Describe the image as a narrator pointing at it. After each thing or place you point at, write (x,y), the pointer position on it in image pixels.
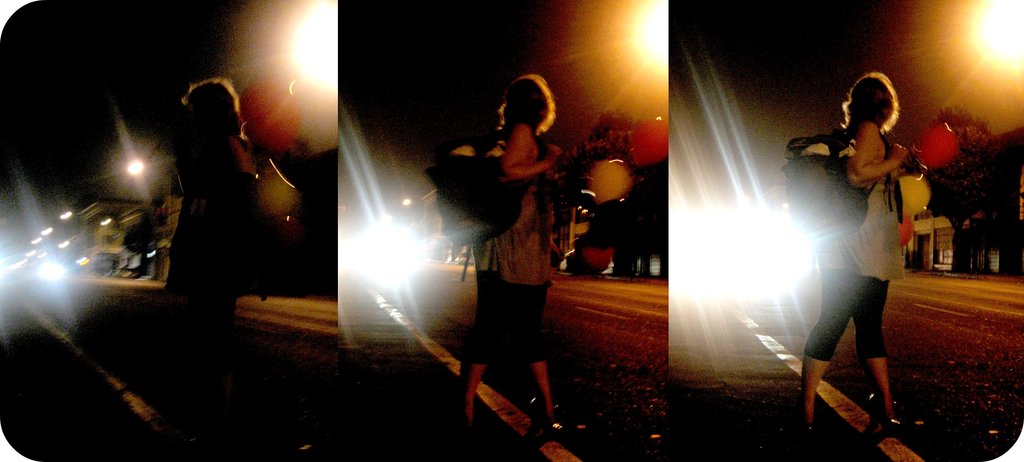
There is a collage image of three similar pictures. In this image, we can see a person (525,231) standing and wearing a bag (447,202). There are buildings (132,213) and street poles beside the road (164,335).
